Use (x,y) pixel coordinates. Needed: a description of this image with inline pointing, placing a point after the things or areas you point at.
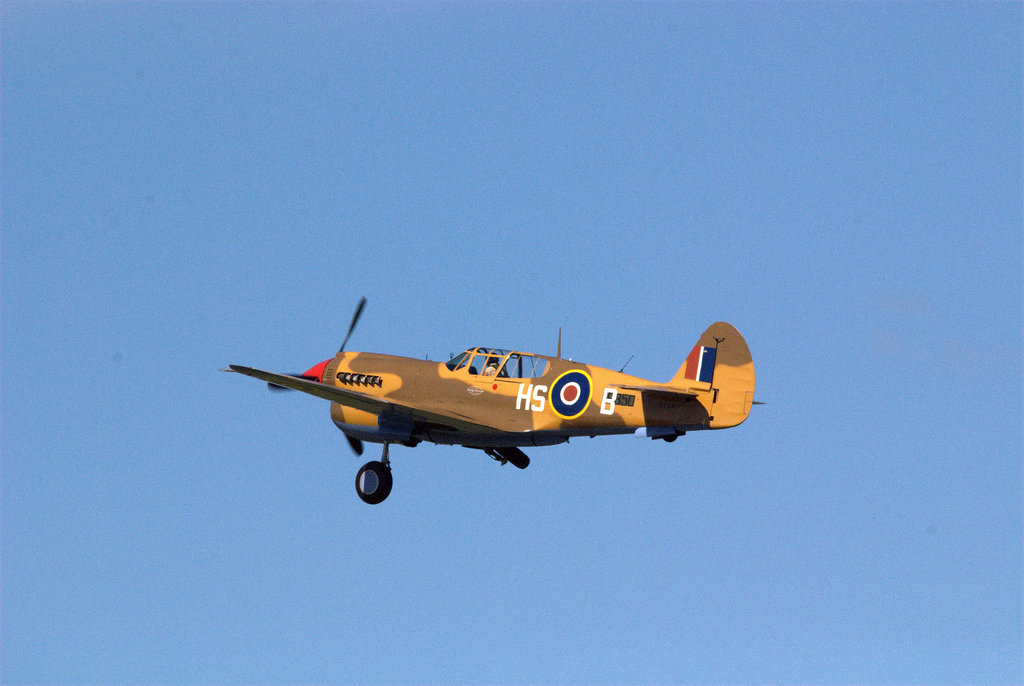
In this image in the middle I can see a person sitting inside the plane (458,359) and in the background (574,188) I can see the sky (510,166).
